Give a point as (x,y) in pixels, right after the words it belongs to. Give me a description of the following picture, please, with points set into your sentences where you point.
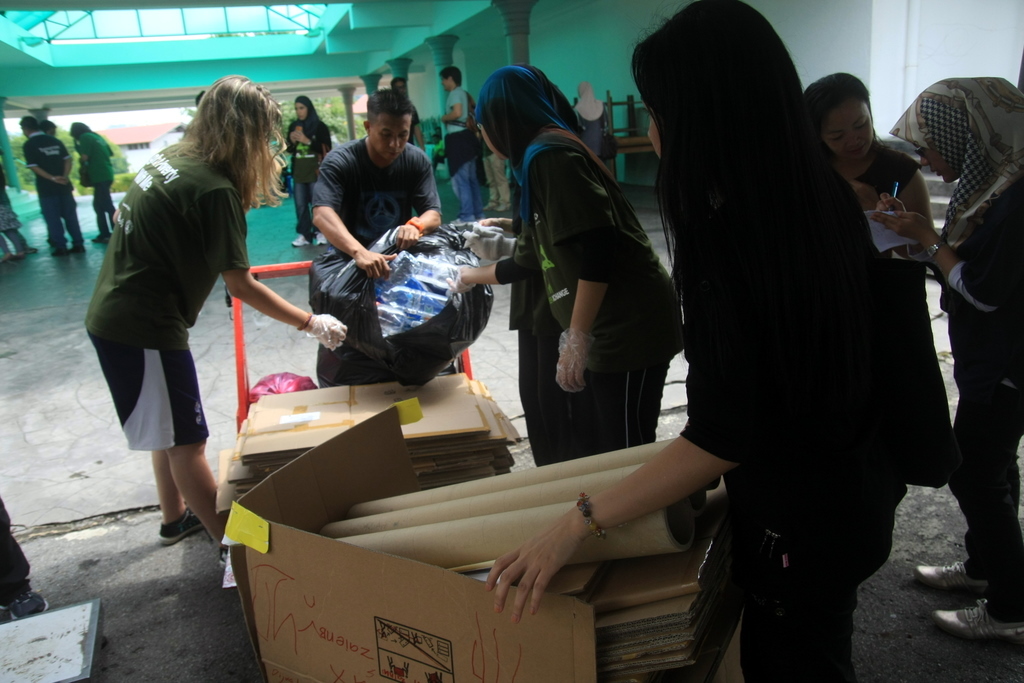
In this image I can see a group of people (304,174) are standing on the floor (262,337), trolley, cover (421,328) and carton boxes (418,467). In the background (975,40) I can see a wall (664,8), pillars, trees (320,108) and the sky (132,122). This image is taken may be in a hall (275,226).
